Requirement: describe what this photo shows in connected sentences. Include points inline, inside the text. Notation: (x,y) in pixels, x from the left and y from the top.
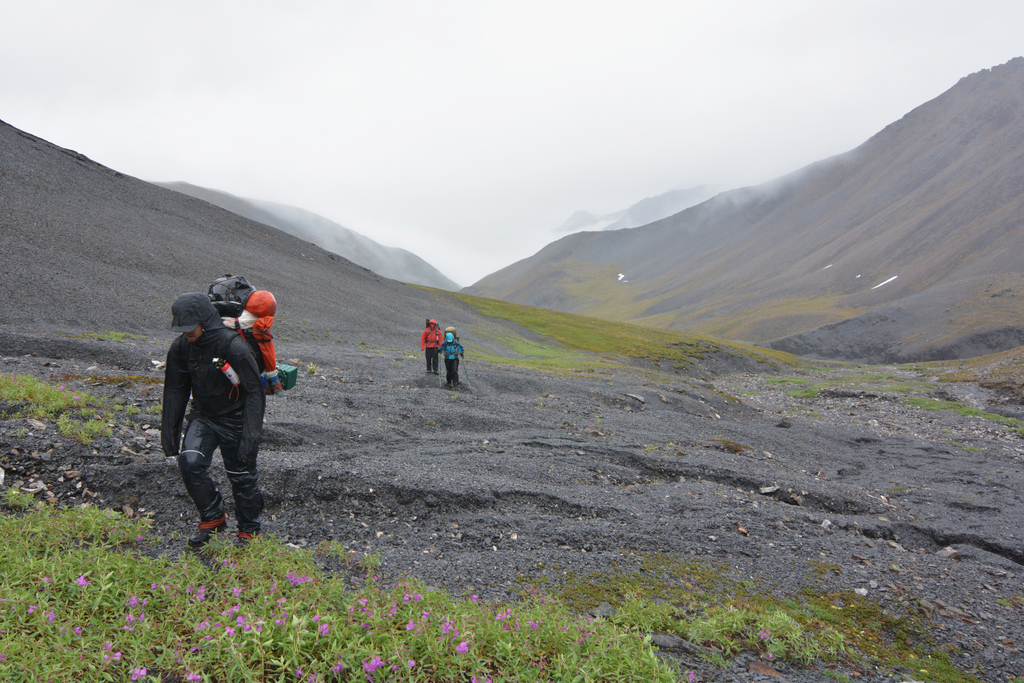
In this image there are three persons (221,347) wearing bags (241,280) and walking on a mountain (611,335), in the background (657,209) there are mountains (1018,192), in the bottom left (155,589) there are plants (450,627).
